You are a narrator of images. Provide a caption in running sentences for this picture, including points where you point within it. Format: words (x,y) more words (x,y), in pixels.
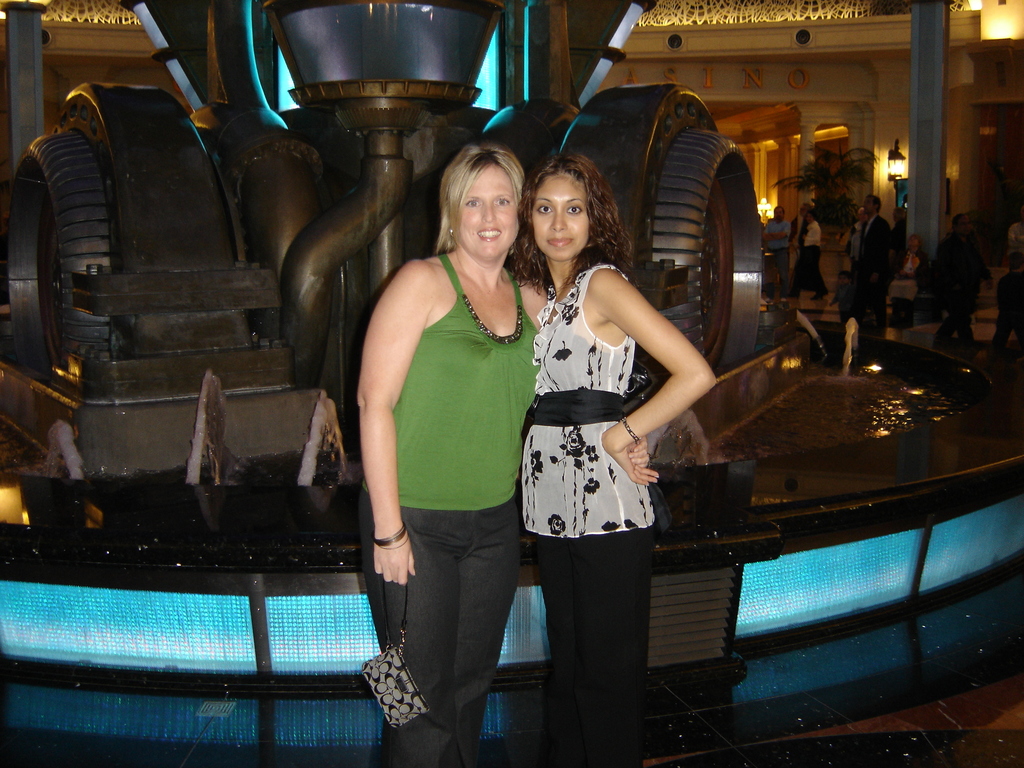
In this image I can see 2 women (513,476) standing. There is water (294,485) and a sculpture (286,170) behind them. There are people (816,286), lamps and a plant (836,219) at the back (780,270).
